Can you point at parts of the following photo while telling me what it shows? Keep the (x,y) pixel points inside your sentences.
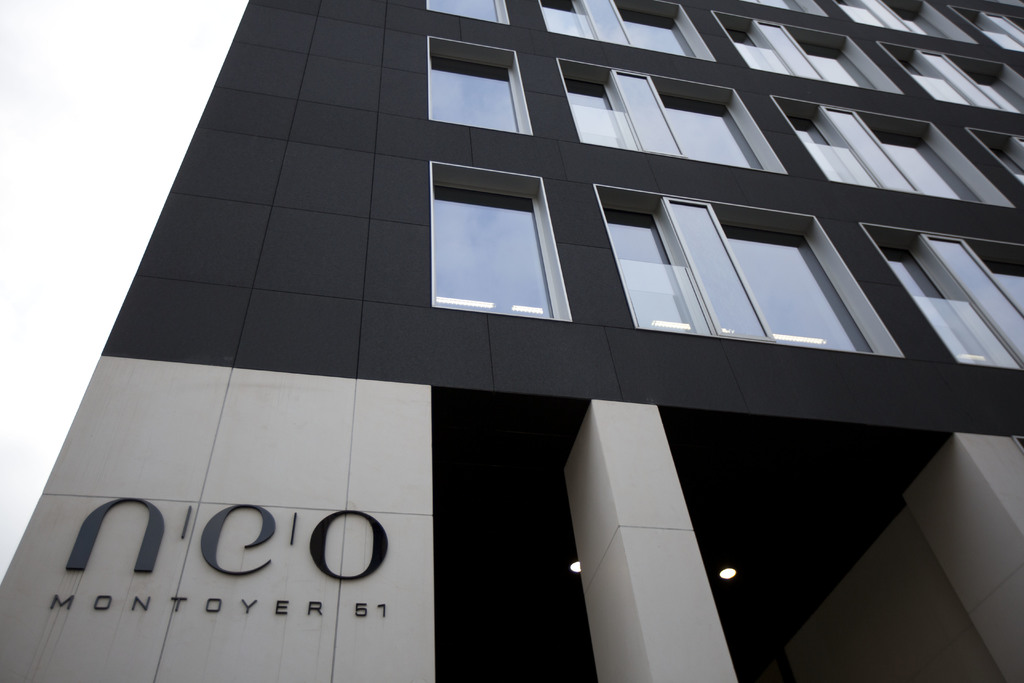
In this image we can see the building (415,377) with a name board (200,603). Here we can see the glass windows (907,153), pillar (631,457) and ceiling lights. Here we can see the sky (93,138) in the background (104,119).
